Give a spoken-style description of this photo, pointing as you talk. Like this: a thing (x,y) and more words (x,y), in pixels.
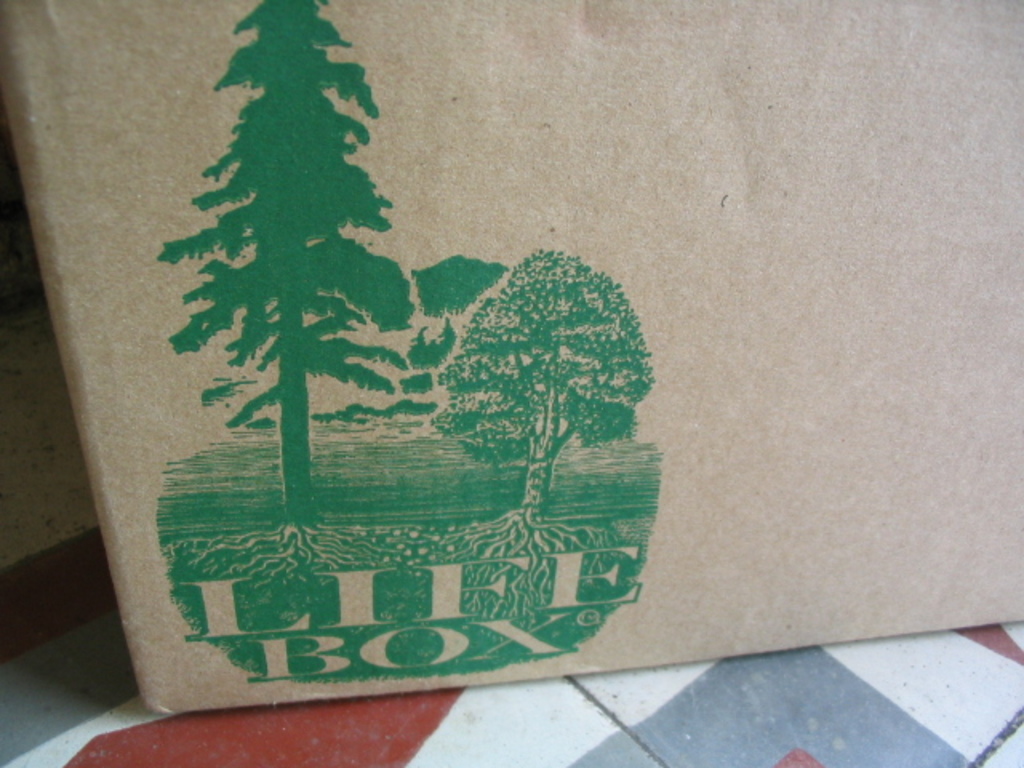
This image consist of a cover (416,294) which is in the center (507,443) and there is a print (309,426) on the cover (447,551) with some text (427,573) on it.
